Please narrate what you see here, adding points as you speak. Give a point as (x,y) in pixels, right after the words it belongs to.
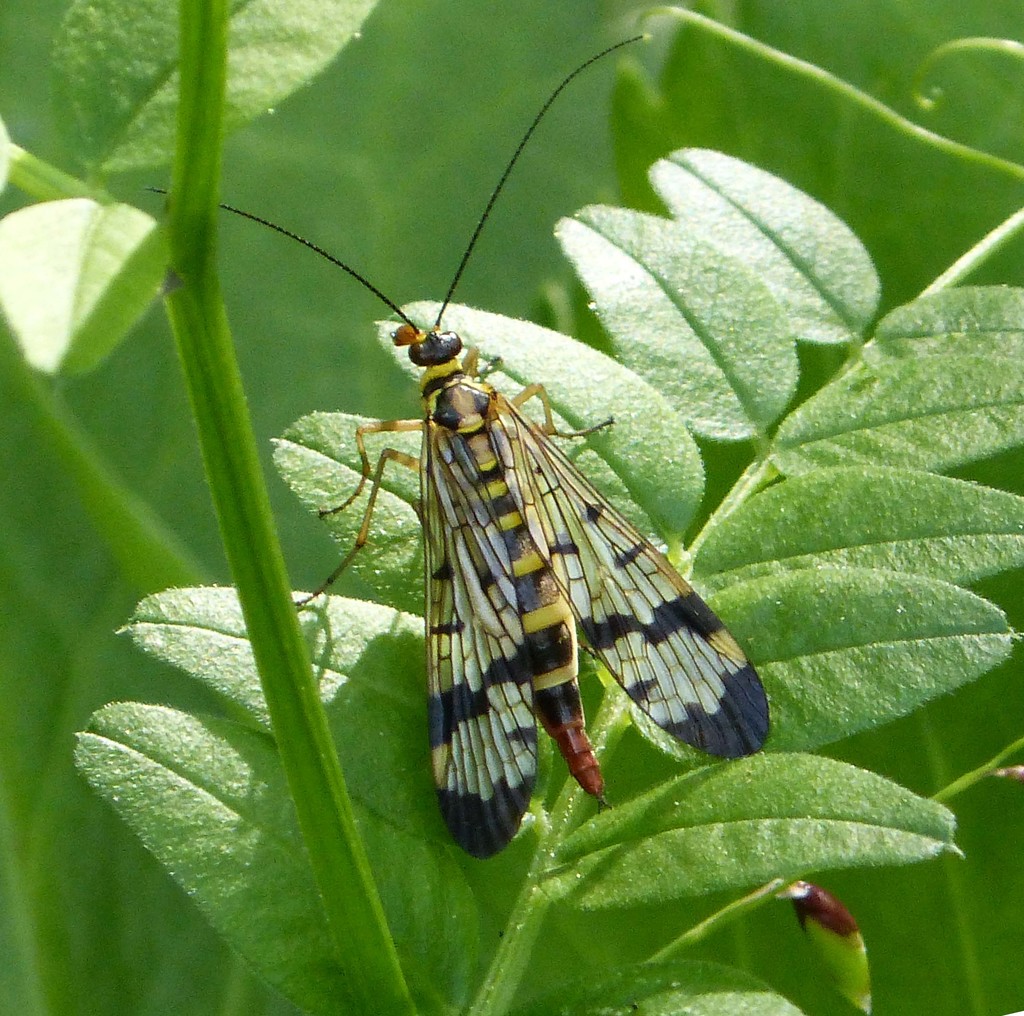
In the picture we can see a plant (922,574) with leaves (922,574) on it, we can see an insect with wings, legs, abdomen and antenna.
